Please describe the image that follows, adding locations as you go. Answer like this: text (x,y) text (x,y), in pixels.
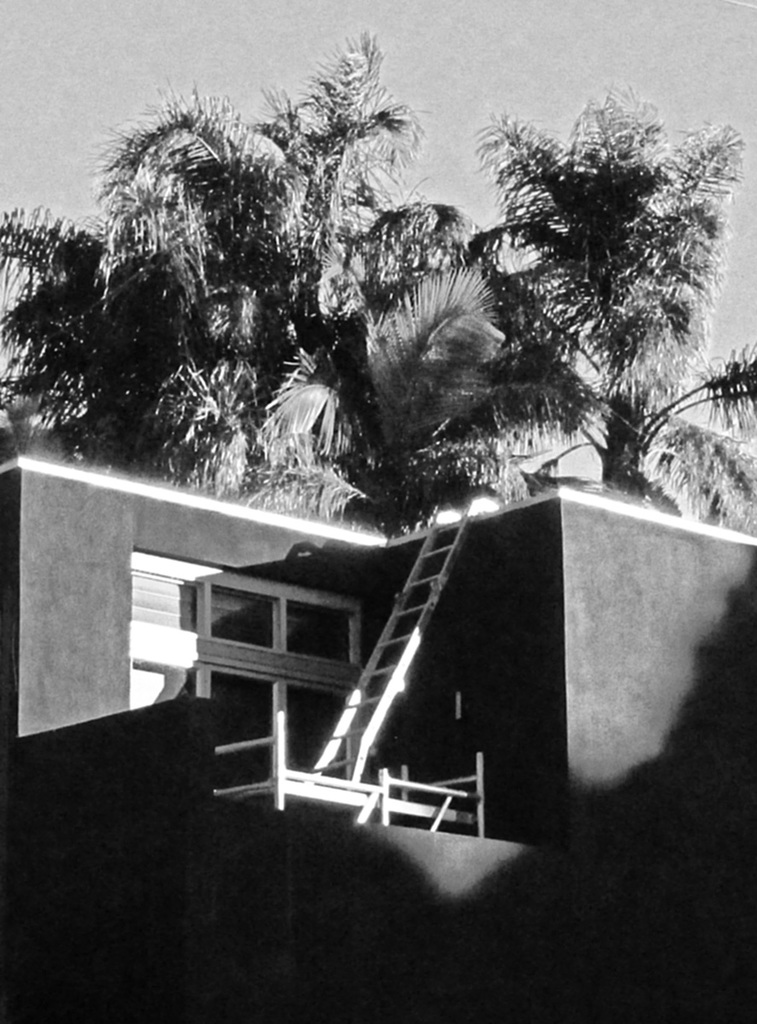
In this picture I can see a building (287,761) and a ladder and I can see trees (334,241).
